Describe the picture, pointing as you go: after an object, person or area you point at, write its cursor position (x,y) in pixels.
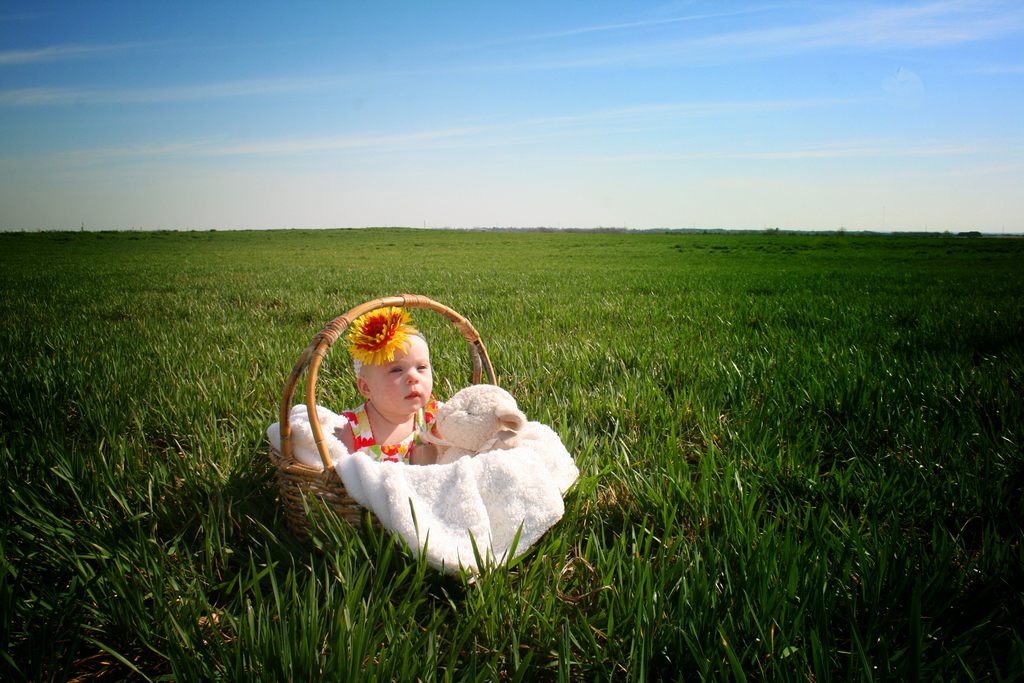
In the center of the image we can see one basket (342,486). In the basket (282,454), we can see one cloth (378,507), one doll (440,429) and one kid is sitting and she is in a different costume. In the background (462,142), we can see the sky (567,176), clouds (901,30) and grass (807,460).
